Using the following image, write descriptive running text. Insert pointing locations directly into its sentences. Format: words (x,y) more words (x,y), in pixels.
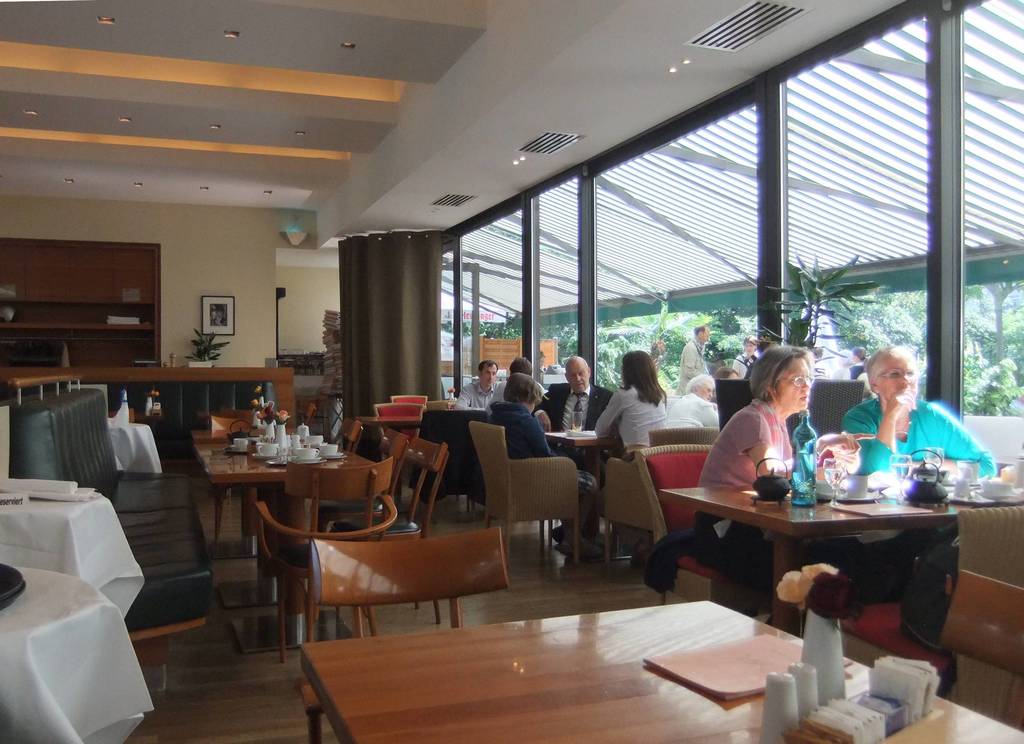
In this picture we can see a group of people (950,447) sitting on chairs (551,475) and in front of them on table (563,715) we have book (721,667), tea pot (768,490), bottle (808,471), cup (847,481), saucer (865,495), glass (833,478) and in background (514,296) we can see window (554,270), some persons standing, sun shade (568,233), wall (241,294) with frames (231,318), curtain (351,273).
